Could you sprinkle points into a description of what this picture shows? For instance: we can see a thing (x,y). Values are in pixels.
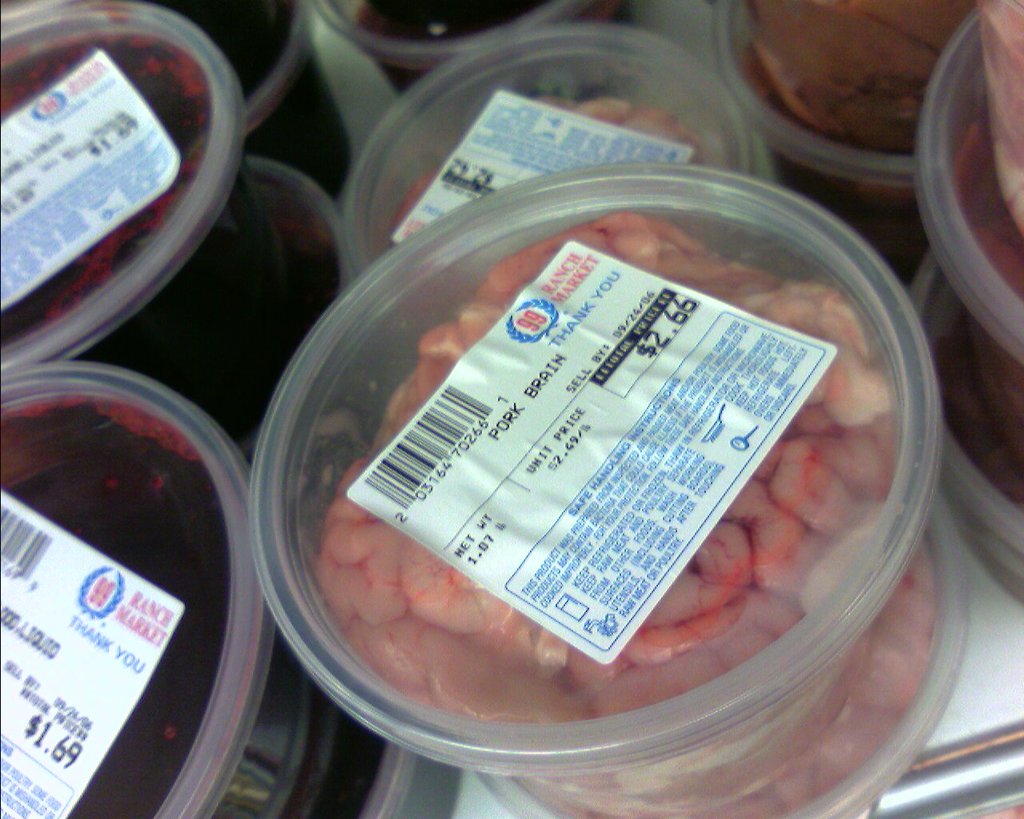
In the picture we can see some plastic boxes (526,729) with food items (1006,434) in it and on the top of the boxes (866,287) we can see a price sticker (40,674) with bar codes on it.
